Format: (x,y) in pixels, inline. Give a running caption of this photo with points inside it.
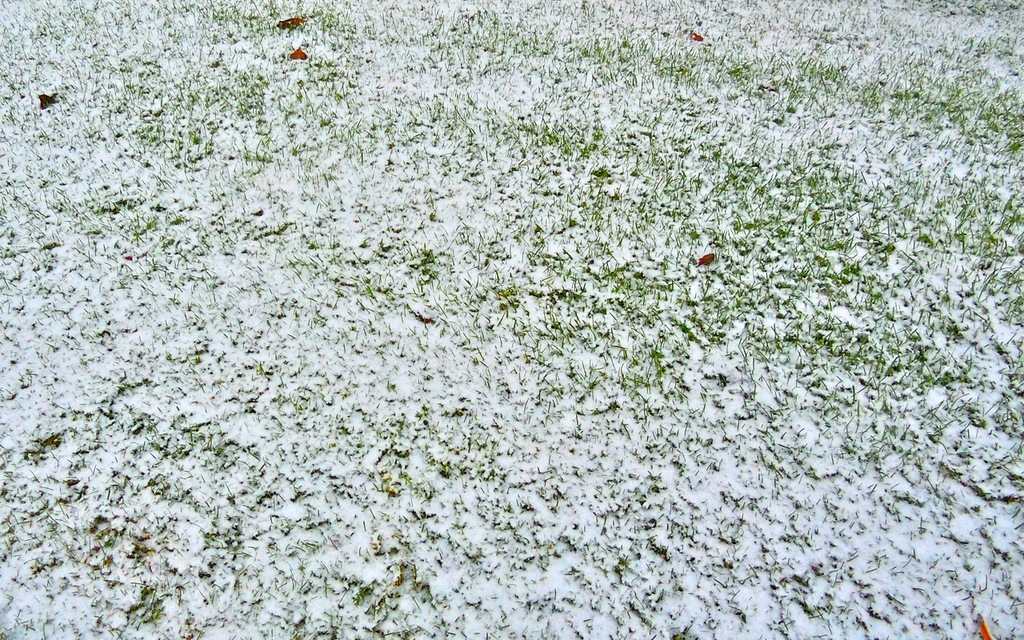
Here we can see snow (294,254) on the grass (826,326).
